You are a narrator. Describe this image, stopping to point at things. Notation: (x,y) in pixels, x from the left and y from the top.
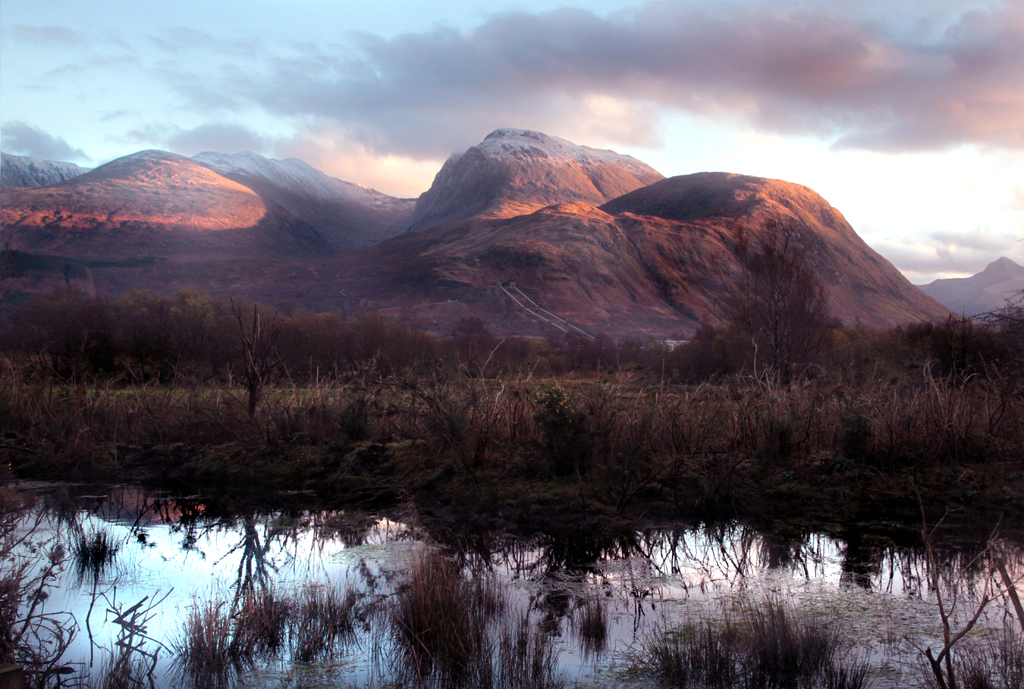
In this picture there is water (589,568) and there are few plants (531,456) and trees (559,369) beside it and there are mountains (482,248) in the background (528,247) and the sky (524,70) is a bit cloudy.
